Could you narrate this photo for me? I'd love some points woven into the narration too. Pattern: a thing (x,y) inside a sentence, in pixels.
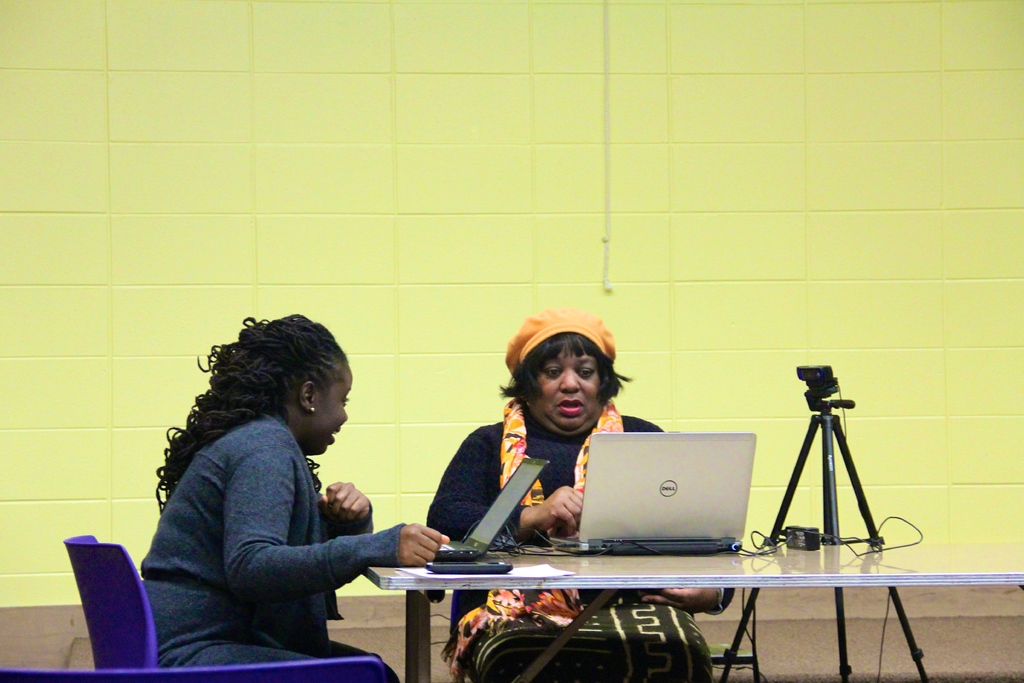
These two women (485,450) are sitting on a chairs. In-front of them there is a table (564,560), on this table (564,560) there are laptops (641,533), camera (812,373) with holder (816,388), mobile (470,572), paper (483,575) and cables (782,541). The wall (637,235) is in green color. This woman (562,447) wore scarf (531,503) and cap (519,334).
